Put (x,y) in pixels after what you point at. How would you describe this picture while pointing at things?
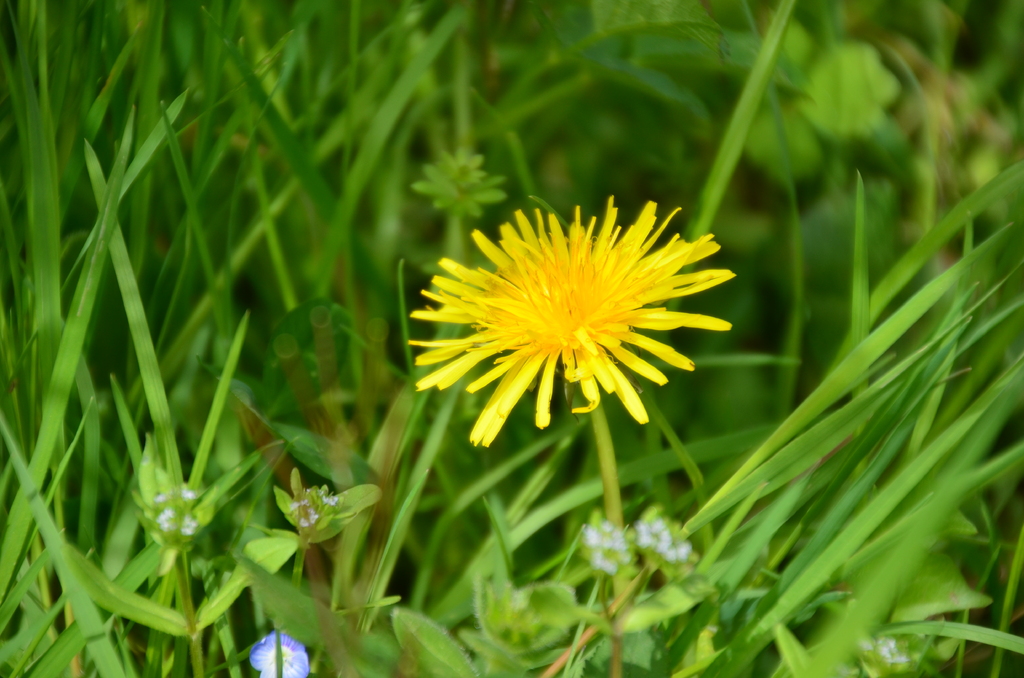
In the center of the image (635,302) there is a flower (647,334). There is grass (679,515).
